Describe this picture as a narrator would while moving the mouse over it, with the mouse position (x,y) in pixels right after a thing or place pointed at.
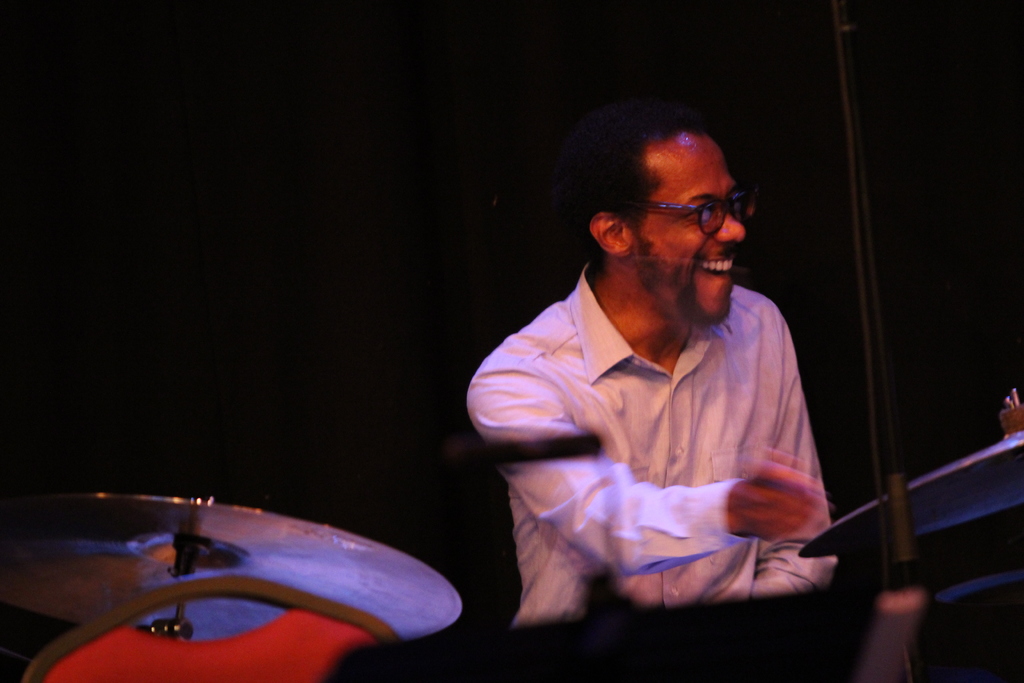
In this image we can see a man (601,526) is sitting and playing drum (834,548), he is wearing white color shirt (659,451) and specs (711,208).
